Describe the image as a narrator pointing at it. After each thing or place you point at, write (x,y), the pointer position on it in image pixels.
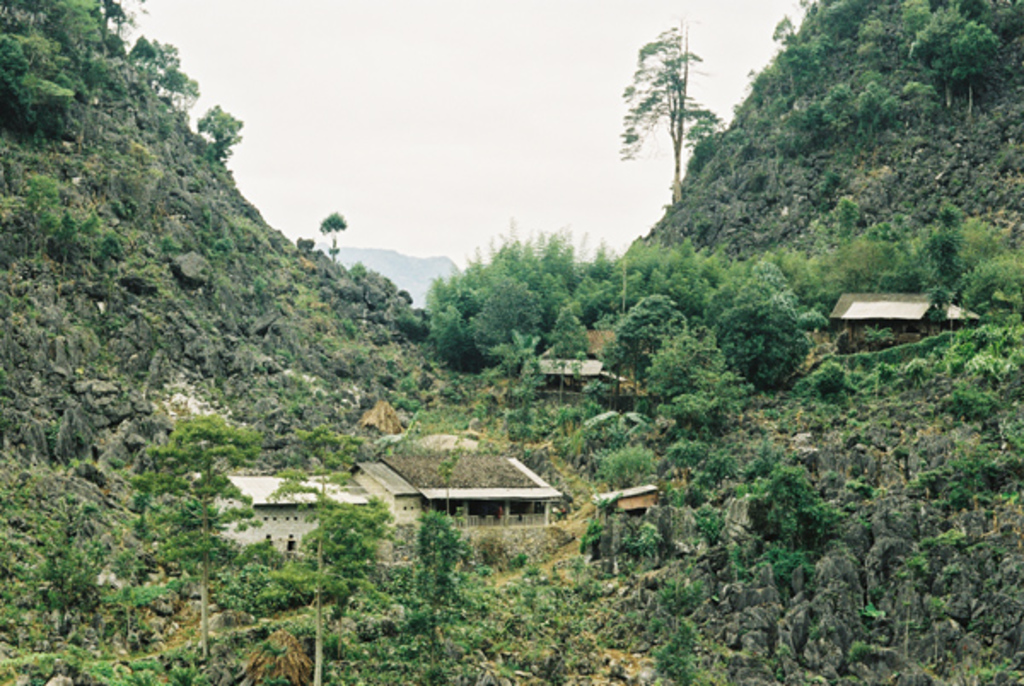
In the image we can see some trees (10,127) and hills (793,585) and buildings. At the top of the image (422,226) there are some clouds (451,179) and sky (468,188).
